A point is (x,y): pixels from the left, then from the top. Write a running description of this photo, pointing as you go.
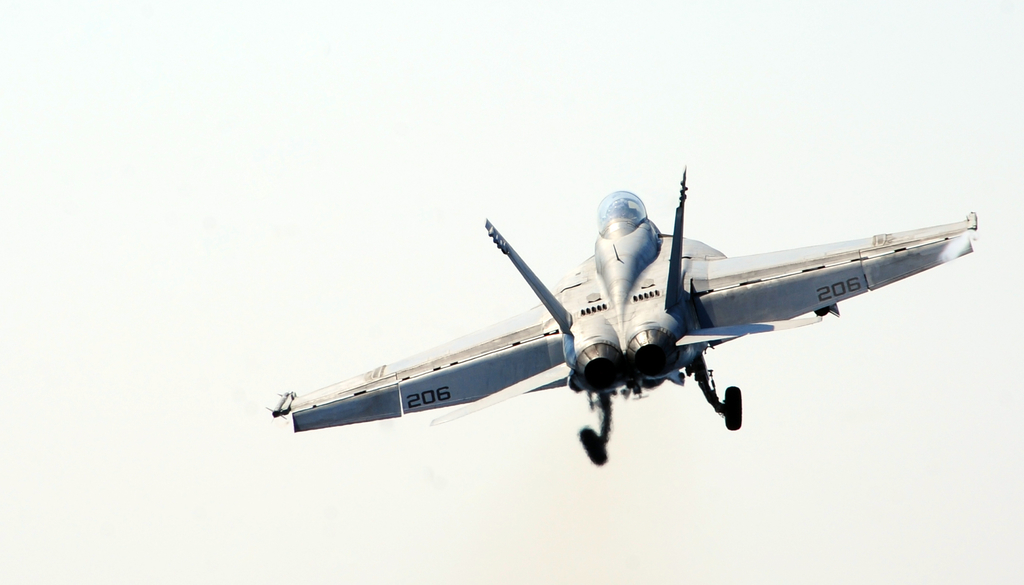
An aircraft (542,303) is flying in the sky (231,141).
